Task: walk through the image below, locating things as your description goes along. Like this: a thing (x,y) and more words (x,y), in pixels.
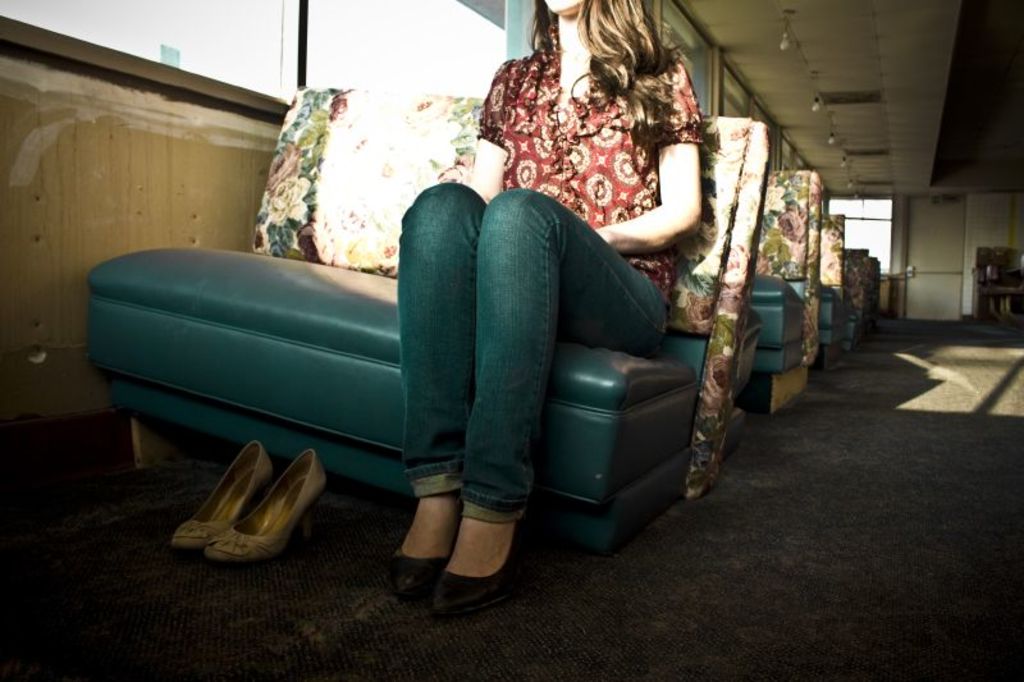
In the picture I can see a woman (580,310) is sitting on a seat (567,358). On the floor (804,471) I can see foot wears (308,513), chairs (821,349), lights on the ceiling (872,180), walls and some other objects (951,228).
